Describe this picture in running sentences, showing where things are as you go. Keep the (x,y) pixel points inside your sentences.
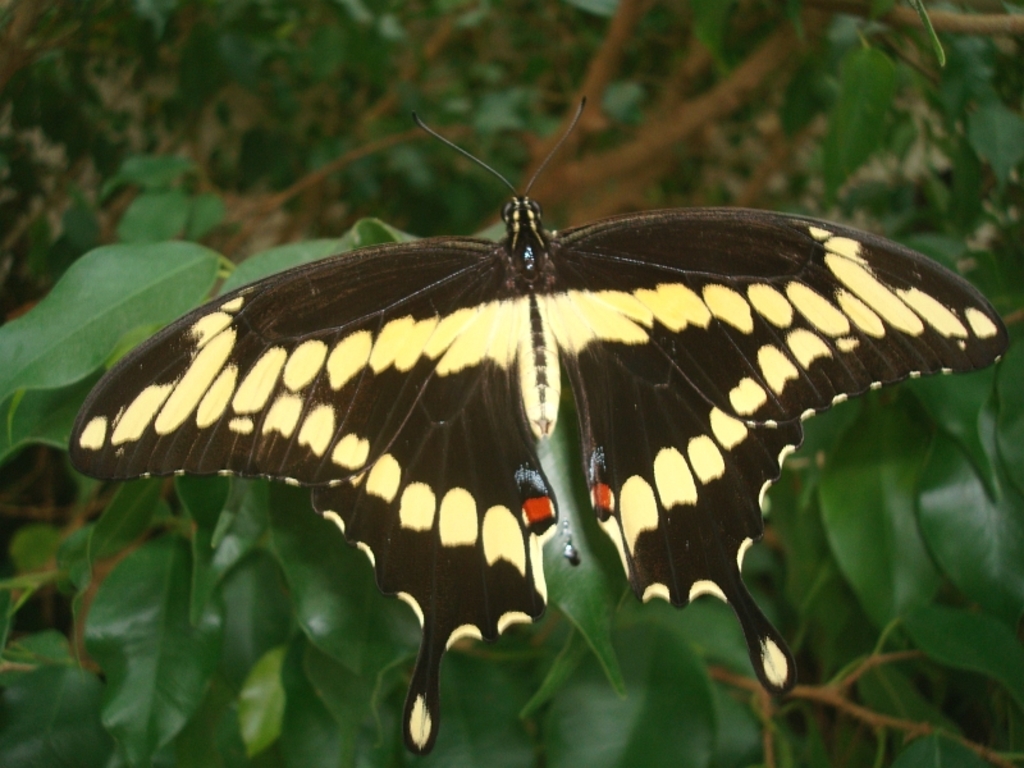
In this image we can see a butterfly (434,469) which is black and yellow in color and it is resting on the leaves (187,597).
